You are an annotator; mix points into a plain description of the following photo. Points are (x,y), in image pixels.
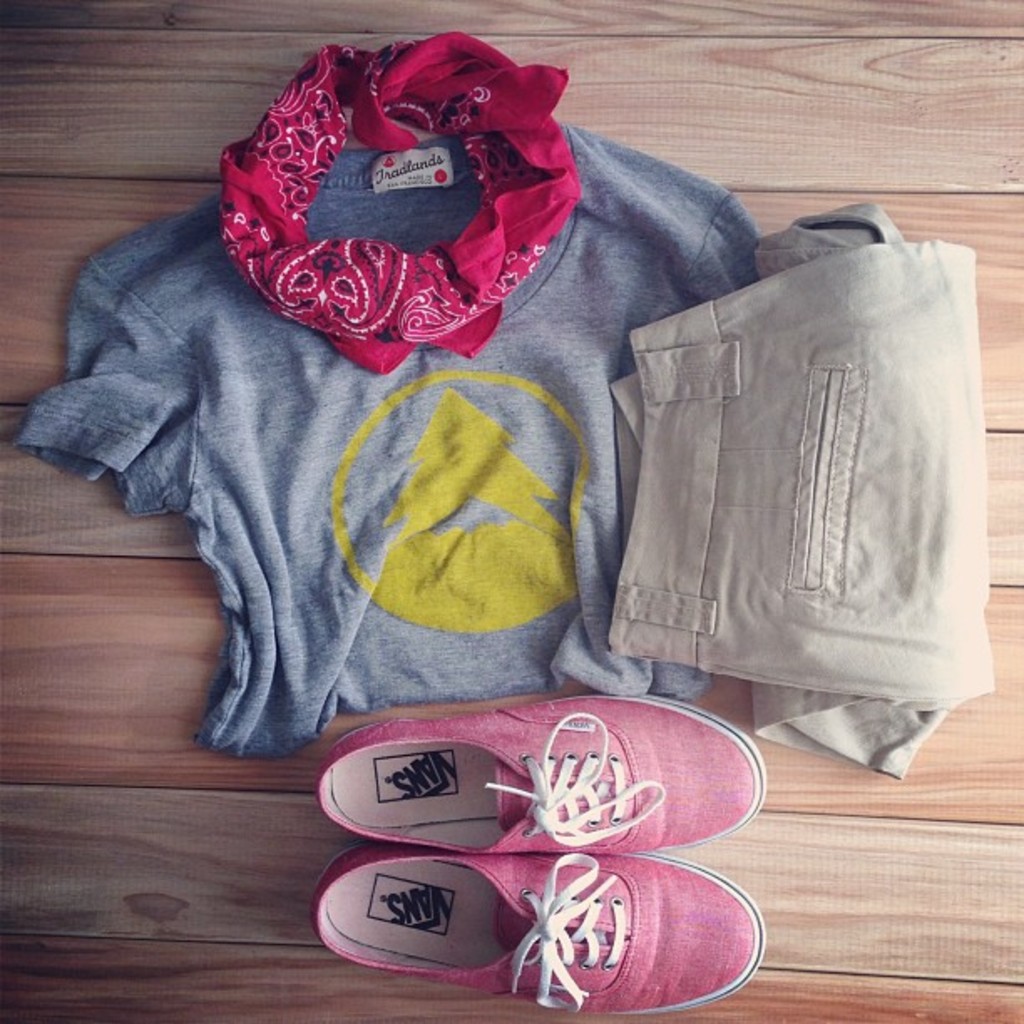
In this picture we can see clothes (533,479), shoes (572,808) and these all are placed on the wooden surface (256,836).
